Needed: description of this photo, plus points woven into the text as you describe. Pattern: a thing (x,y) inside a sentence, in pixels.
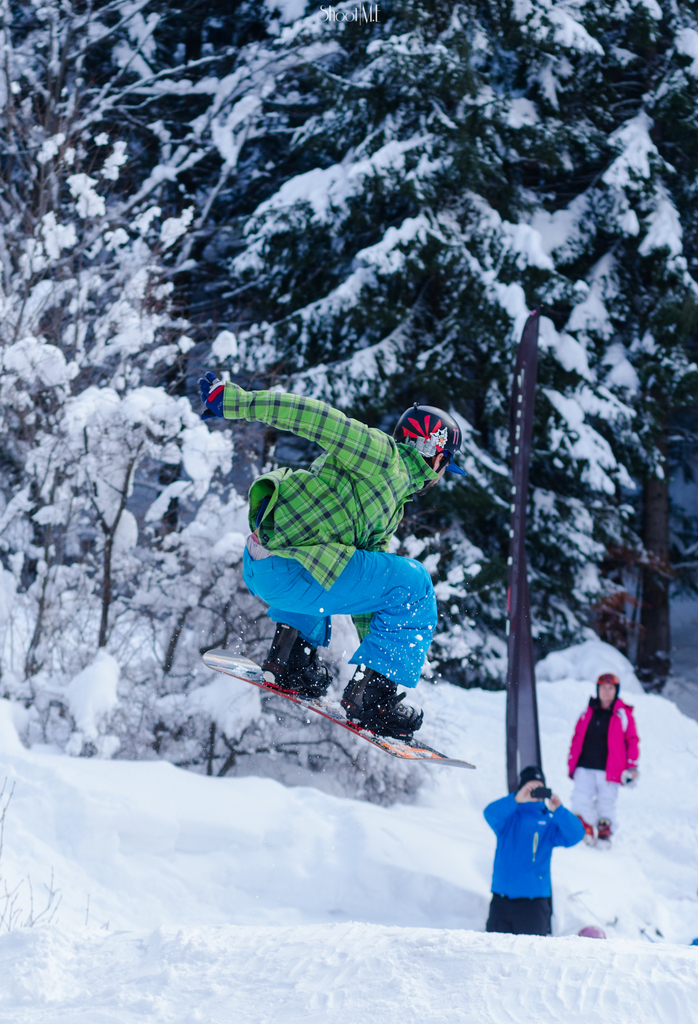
These two persons (554,833) are standing and this person (535,805) holding mobile (536,796), this person (283,650) doing skating and wear skating shoes (362,701) and helmet (414,416). On the background (318,268) we can see hill (436,688), snow (454,688), trees (242,214).
